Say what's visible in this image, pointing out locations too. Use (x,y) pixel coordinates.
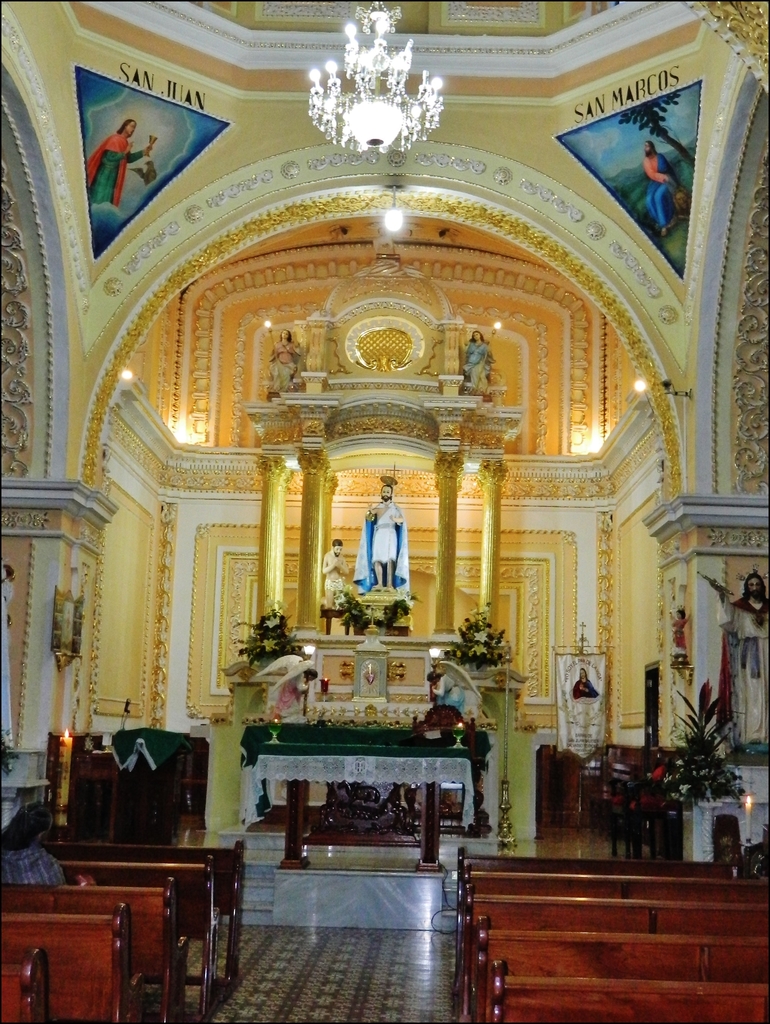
As we can see in the image there are benches (160,892), a person (7,871) sitting over here, statue (375,589), tables (402,754), plants (734,773), banners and a chandelier (365,87).
